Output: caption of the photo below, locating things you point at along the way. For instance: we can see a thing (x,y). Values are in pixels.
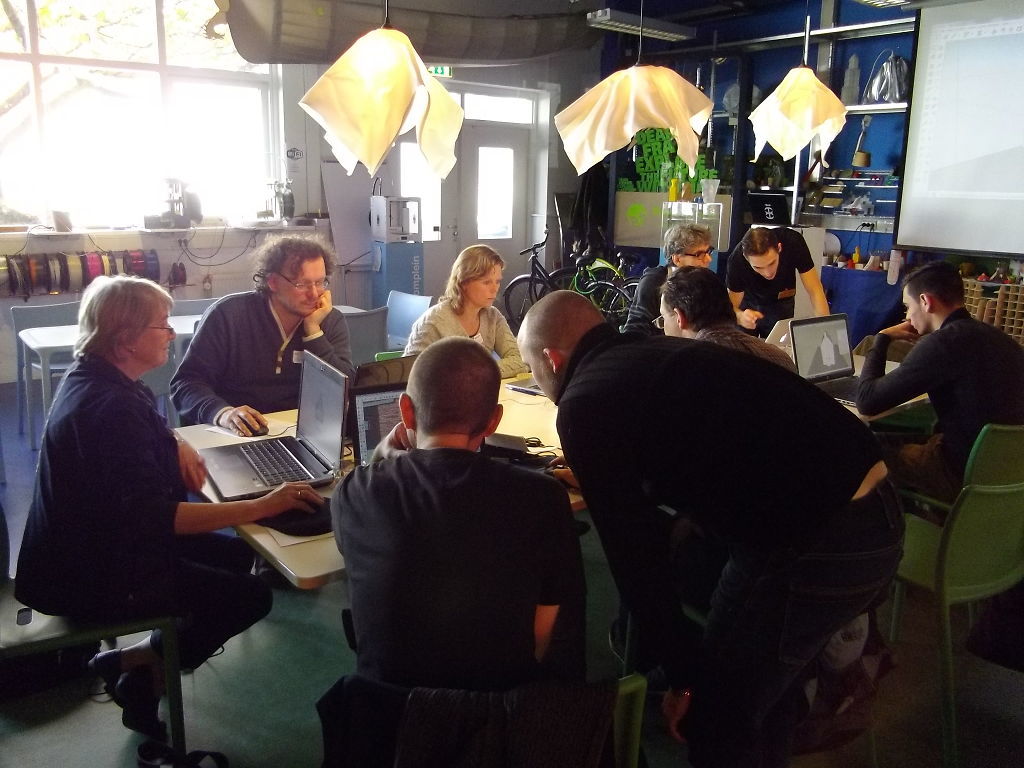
This is a picture taken in a room (10,566), there are a group of people (491,364) sitting on chairs (173,650) in front of these people (382,602) there is a table (295,552) on the table (275,553) there are laptops (378,418) and some cables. Behind the people (181,405) there are bicycles (579,266), some machines (373,240), door (480,177) and glass window (89,133) and on top of them there are lights (636,113).
